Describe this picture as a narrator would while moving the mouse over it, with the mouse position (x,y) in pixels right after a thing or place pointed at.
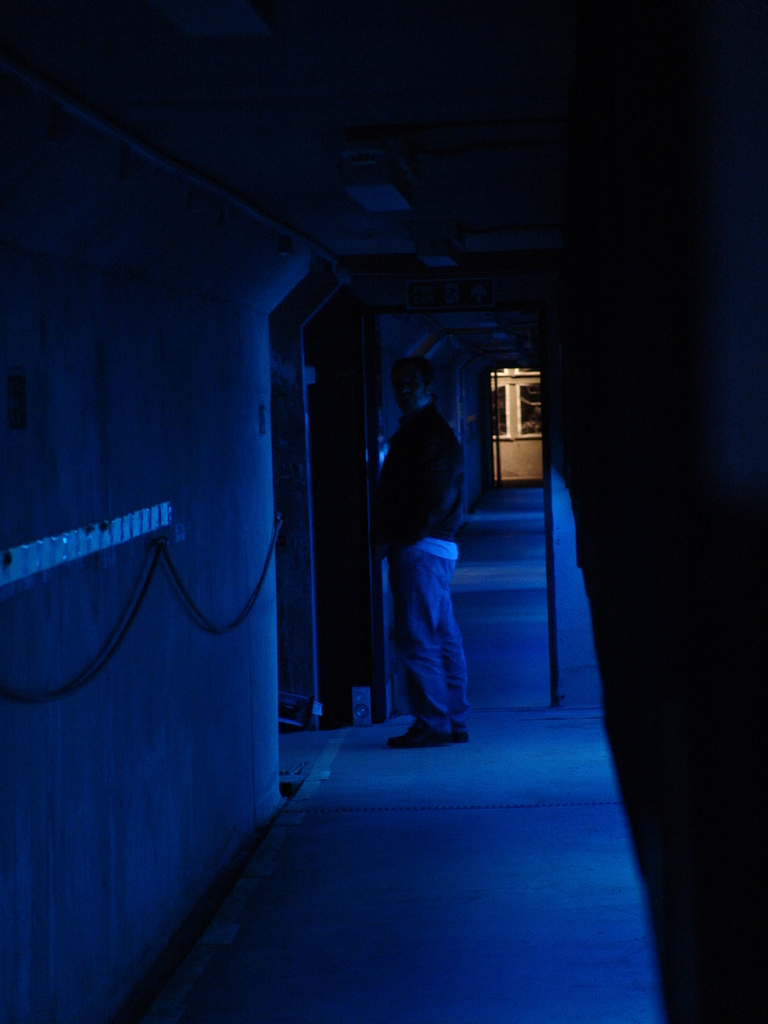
Here we can see a man (408,591) standing on the floor (467,924). There is a board (419,295), ceiling (363,214), and wall (260,450).
